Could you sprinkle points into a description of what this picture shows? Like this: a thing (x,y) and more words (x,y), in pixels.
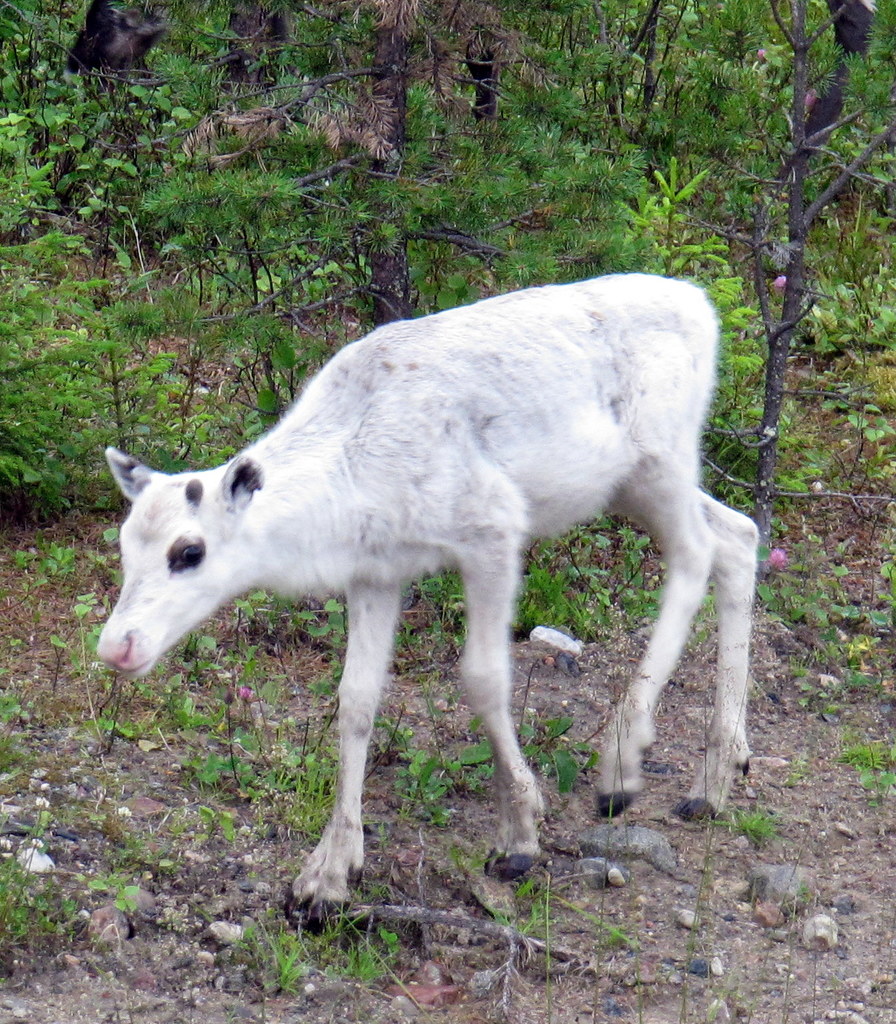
In this picture we can see a white color calf (597,472) here, in the background (205,39) there are some plants (316,140), we can see some stones (761,921) at the bottom (607,885).
